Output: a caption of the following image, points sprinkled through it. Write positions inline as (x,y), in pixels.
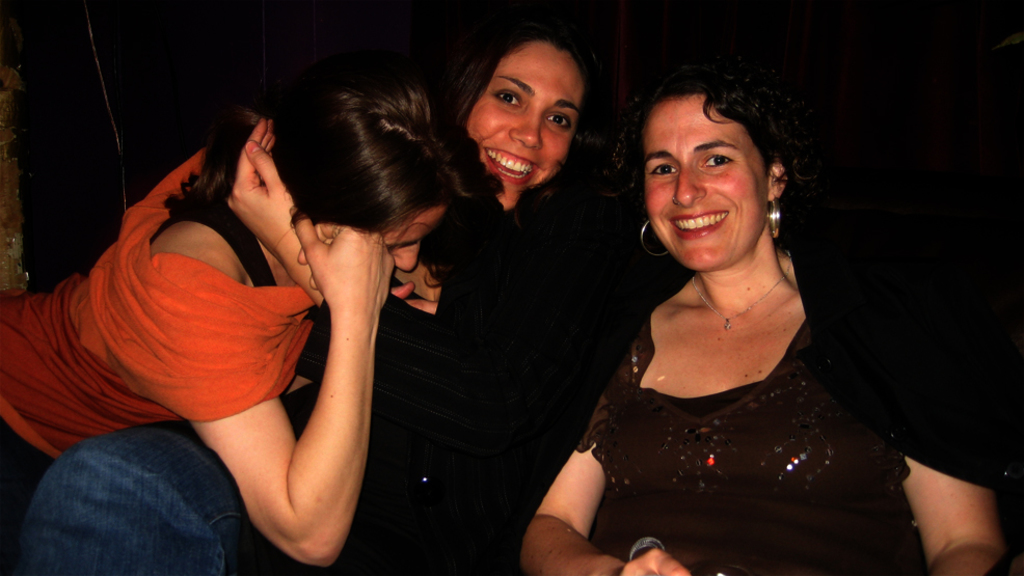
In this image there are three women (365,390) sitting, in the background (51,206) it is dark.
